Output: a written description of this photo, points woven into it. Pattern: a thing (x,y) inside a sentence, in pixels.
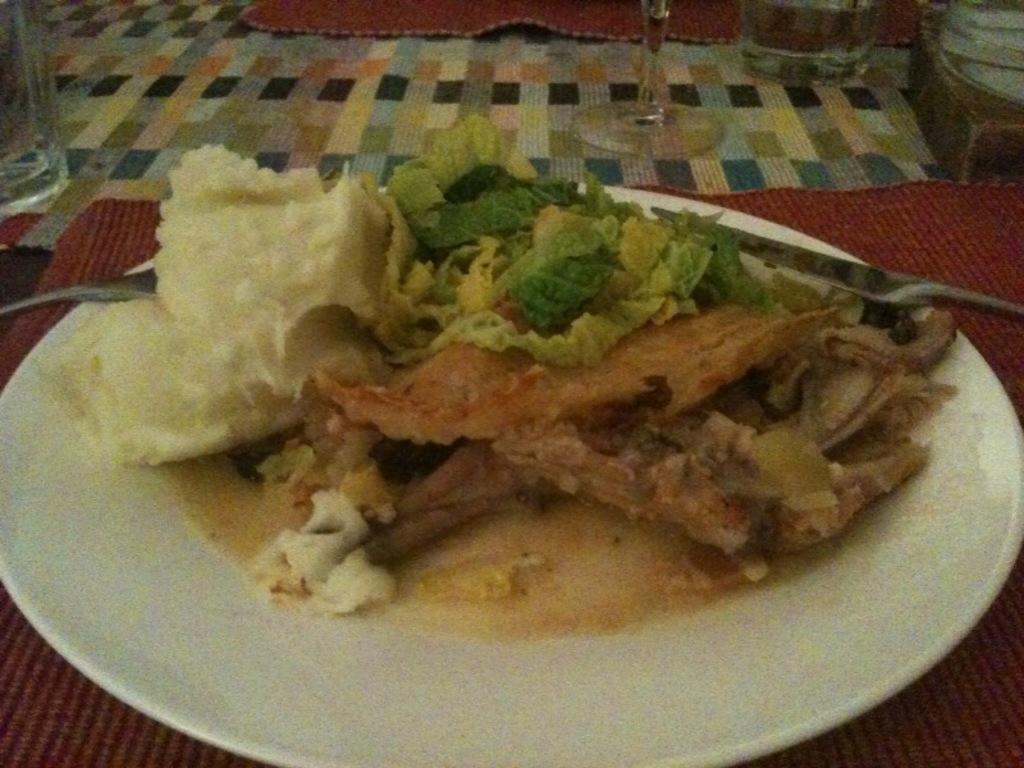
In this picture there is a plate (971,517) in the center of the image (455,332), which contains food items (533,369) and there are glasses (37,133) at the top side of the image (17,124).
